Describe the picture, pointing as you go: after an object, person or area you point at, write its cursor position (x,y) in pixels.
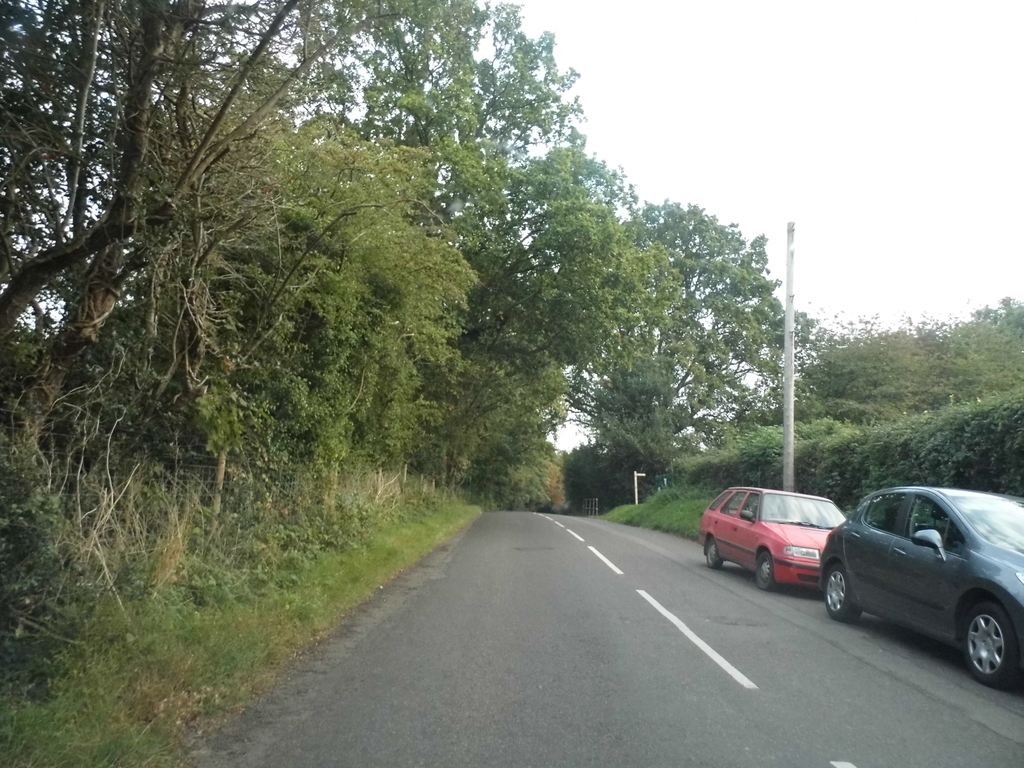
In the foreground of the picture (750,486) I can see the road (449,566) and there are two cars (772,529) parked on the side of the road (865,740). There are trees (407,425) on the left side (227,364) and the right side (830,401) as well. I can see a pole (789,306) on the side of the road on the right side (792,448).
